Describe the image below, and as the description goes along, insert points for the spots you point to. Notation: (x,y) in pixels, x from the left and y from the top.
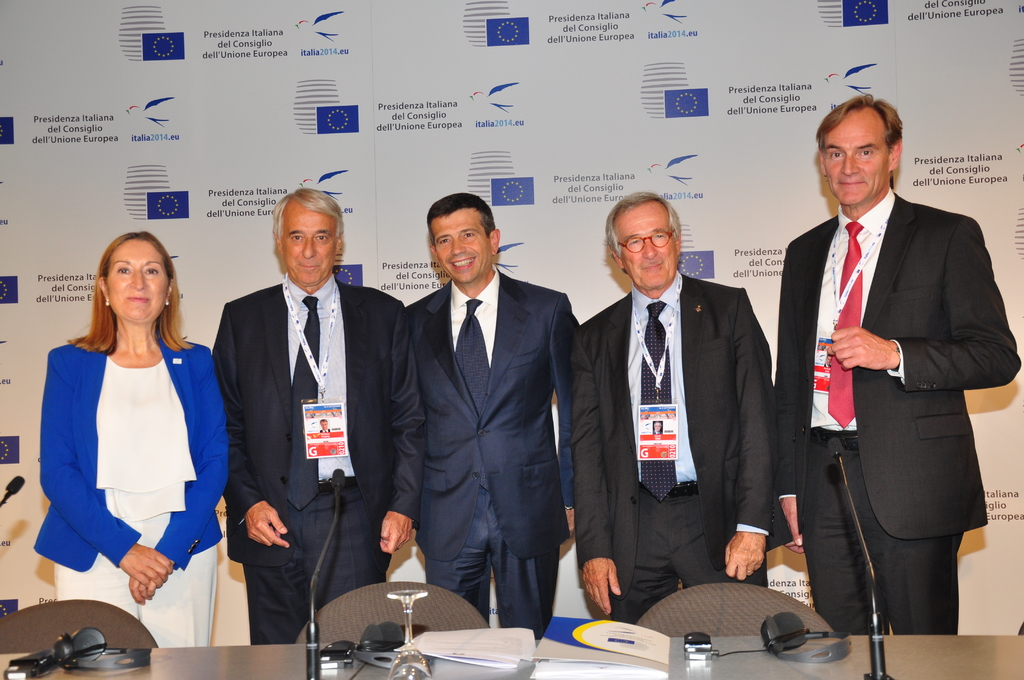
At the top of the image (303,99) we can see an advertisement (637,113). In the middle of the image (427,295) few persons (630,360) are standing in a row. At the bottom of the image (323,607) we can see a table (961,636) and chairs (148,631) on the sides of it. In addition to this we can also see mics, wine glasses (416,676), books (564,648) and head phones (829,647).
